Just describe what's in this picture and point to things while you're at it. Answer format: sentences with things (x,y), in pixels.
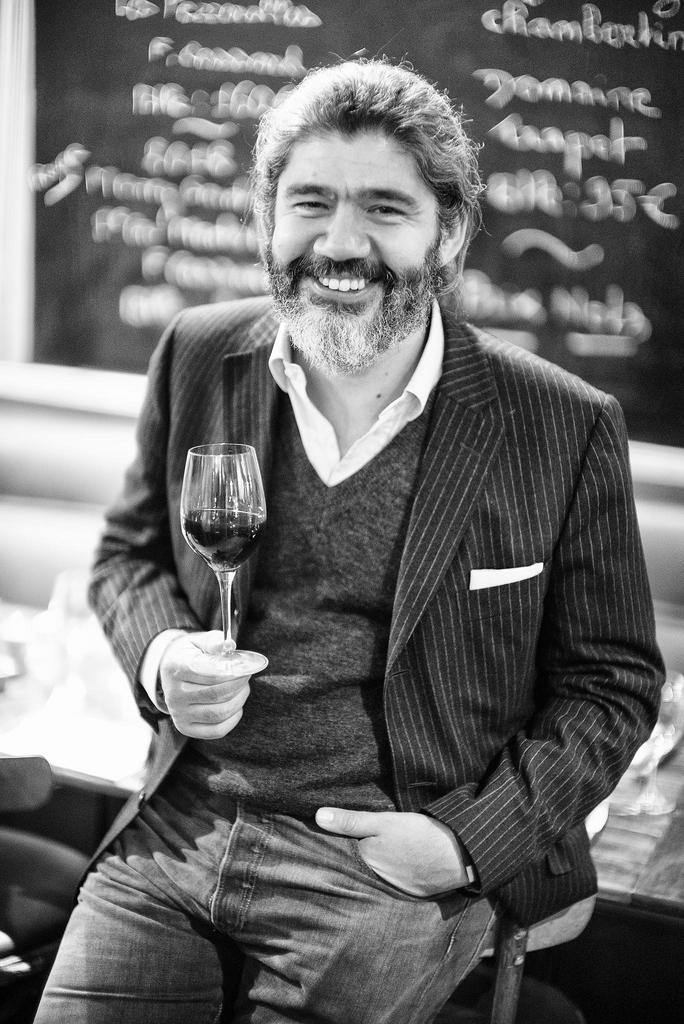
A man (261,860) is leaning into a bench (643,882) with a wine glass (183,511) in his right hand (196,678).
